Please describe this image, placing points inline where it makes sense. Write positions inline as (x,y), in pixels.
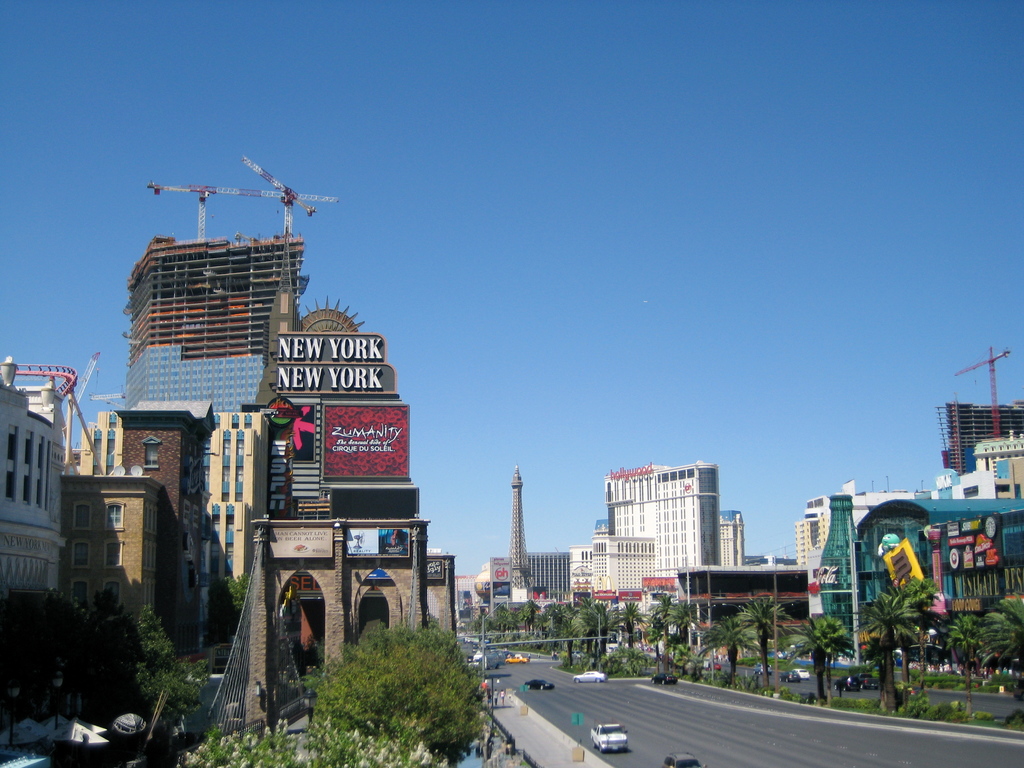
This is a street view I can see buildings (343,560), trees (375,638), cars (613,728) on both sides of the image with a road (652,731). I can see a tower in the center of the image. At the top of the image (553,167) I can see the sky (573,171).
